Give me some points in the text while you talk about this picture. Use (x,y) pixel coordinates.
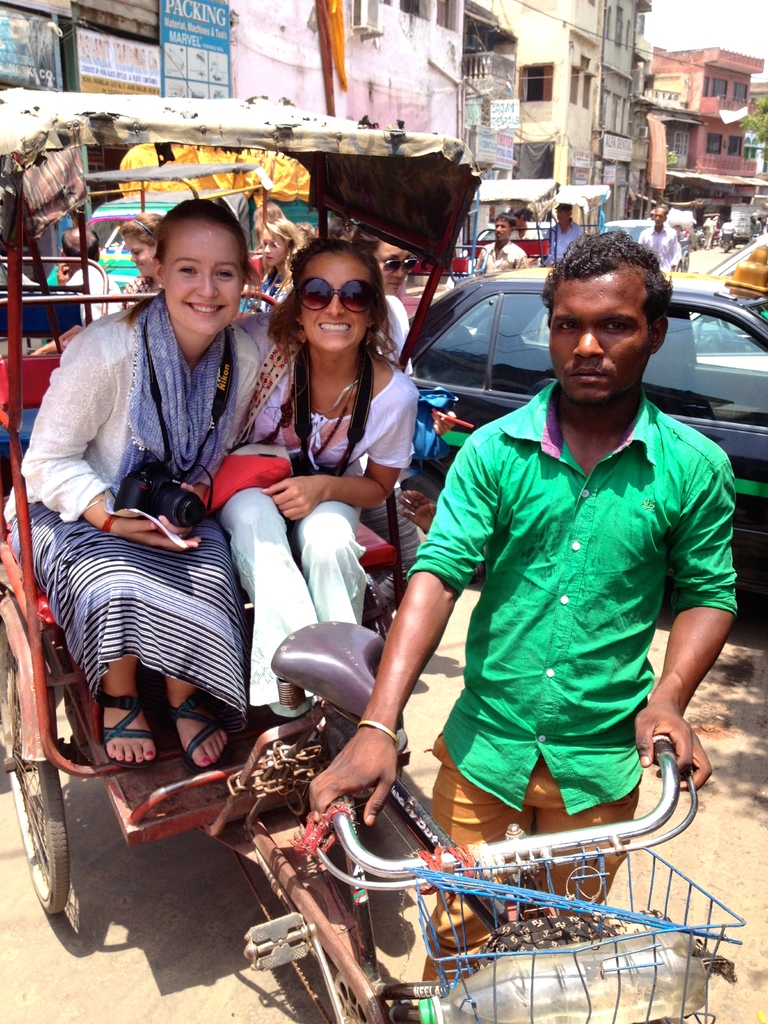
In this image I can see two persons (138,461) sitting in the rickshaw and the other person (541,426) standing wearing green color shirt (523,659), brown pant (474,810). Background (463,364) I can see a vehicle (468,309) in black color and I can also see few persons (512,214) some are standing and some are walking, few buildings (669,135) in cream, brown color and sky (711,27) is in white color.
